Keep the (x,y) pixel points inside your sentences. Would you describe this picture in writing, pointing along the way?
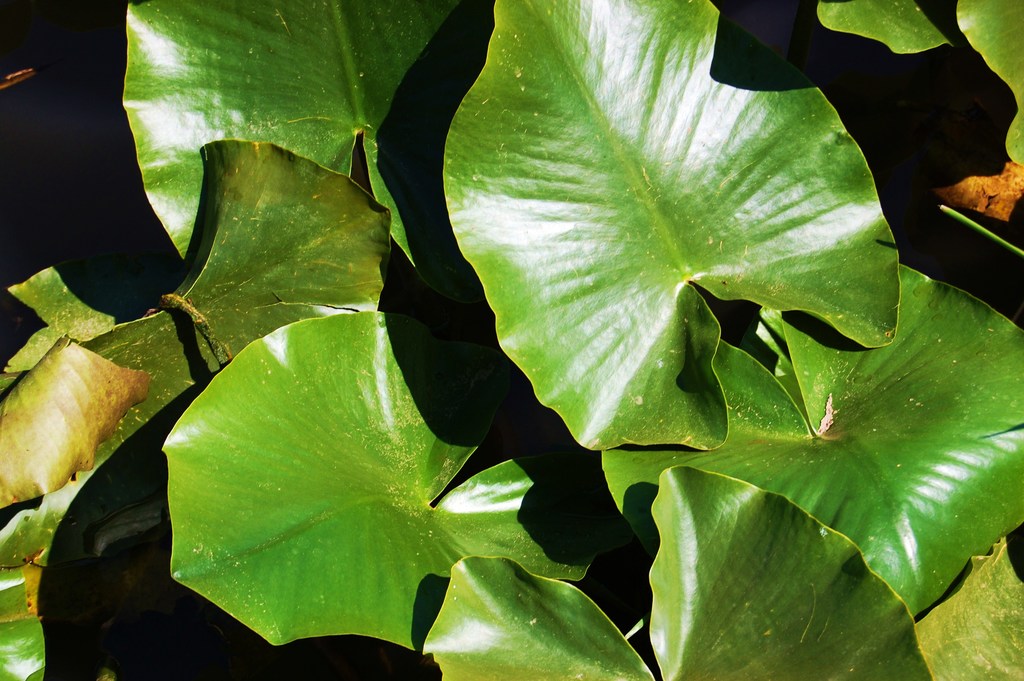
In the foreground of this image (590,429), there are leaves (610,361) of the plants (399,415).
